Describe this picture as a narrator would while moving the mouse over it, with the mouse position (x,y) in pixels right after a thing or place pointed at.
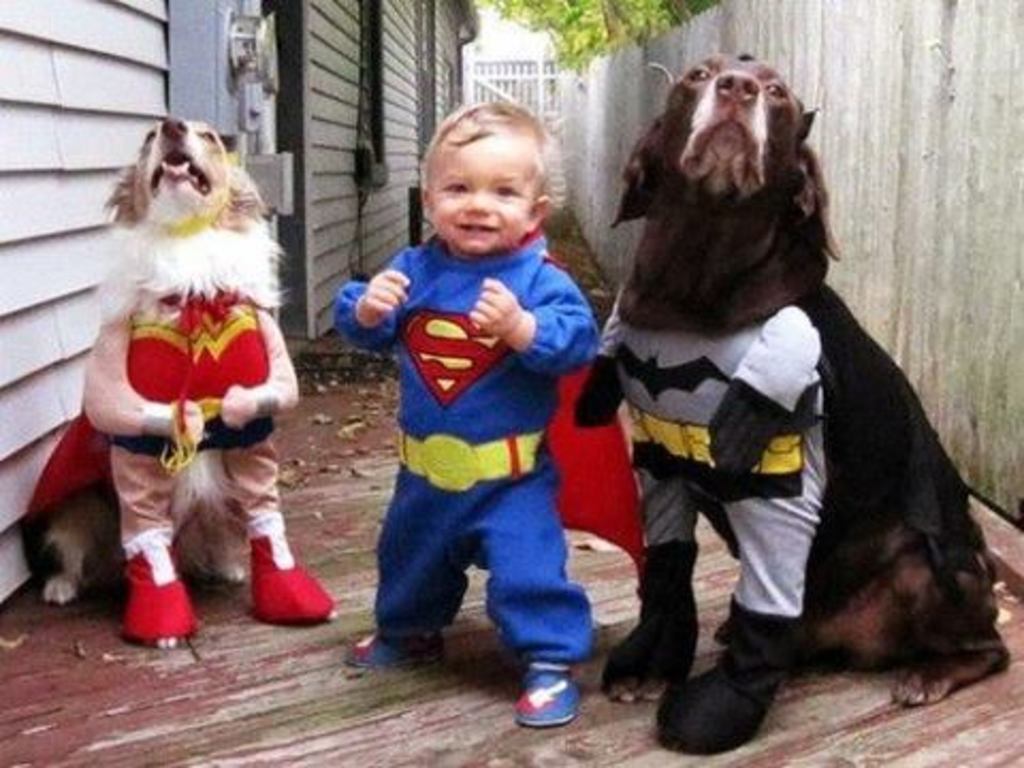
In the center of the image (514,446) we can see one kid (514,446) and two dogs (773,145) and we can see they are in different costumes (468,406). And we can see the kid (468,406) is smiling. In the background (679,65) there is a wall (391,114), tree (595,10) and a few other objects (969,84).
